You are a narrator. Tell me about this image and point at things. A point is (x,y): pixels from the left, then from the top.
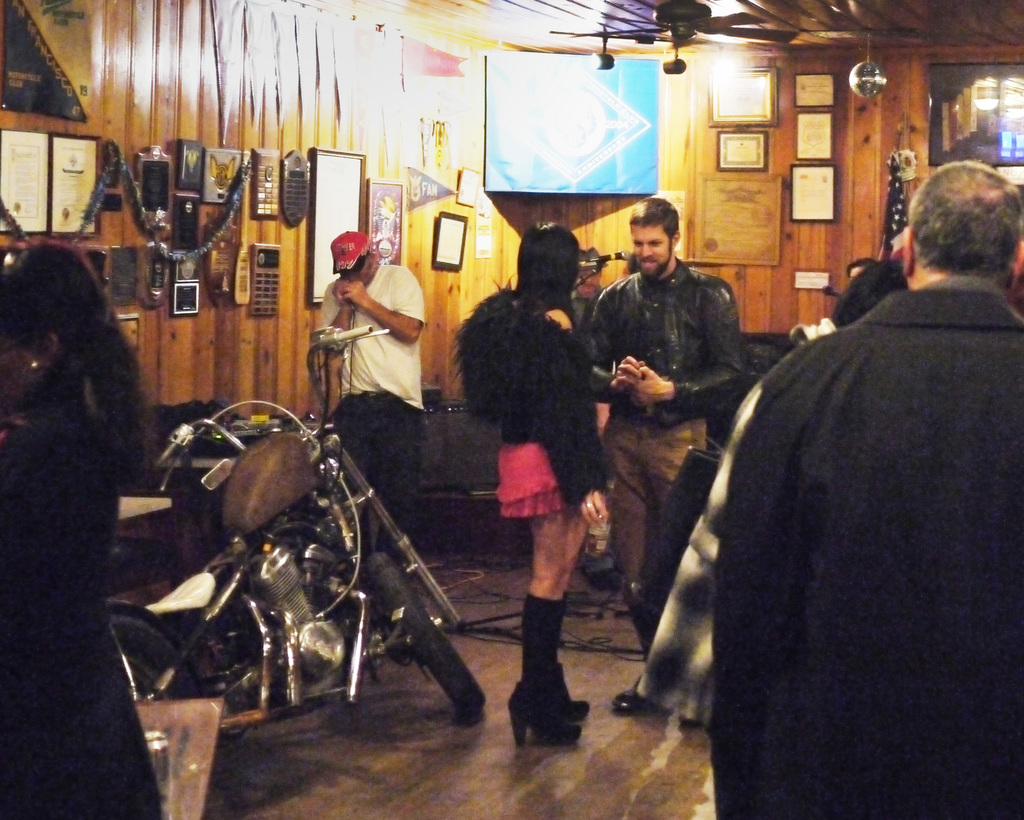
In this image in the middle (557,390), there is a woman (557,435), she wears a dress (534,466), in front of her there is a man (685,308), he wears a jacket (634,339), trouser (682,462) and shoes (643,707). On the right (835,497) there is a man (856,423), he wears a jacket (886,609), trouser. On the left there is a man (388,327), he wears a white t shirt (375,354), trouser (389,415) and cap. At the bottom (381,578) there is a bike (325,604) and floor (504,759). In the background (566,131) there are photo frames (819,134), tv (937,154), posters (602,105), telephone (276,249) and wall (270,100).
